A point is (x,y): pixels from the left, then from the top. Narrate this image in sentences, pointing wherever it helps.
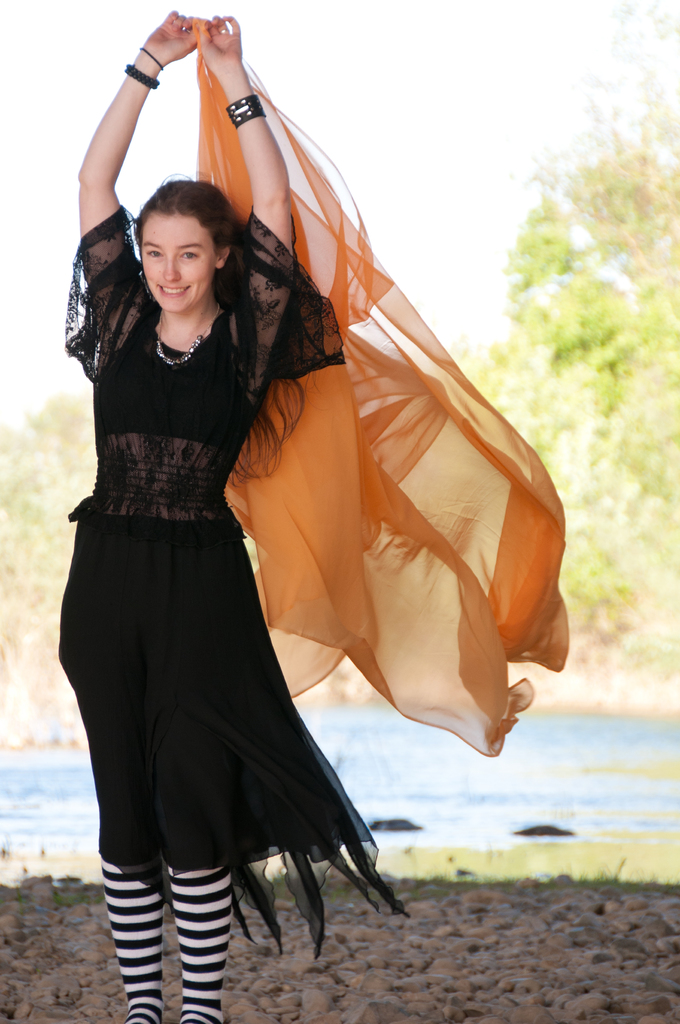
In this image there is one woman (186,470) standing and smiling and she is holding some cloth (366,412), and in the background (602,366) there are some trees (613,321). At the bottom (20,1006) there are some stones (645,975) and lake (449,777).
